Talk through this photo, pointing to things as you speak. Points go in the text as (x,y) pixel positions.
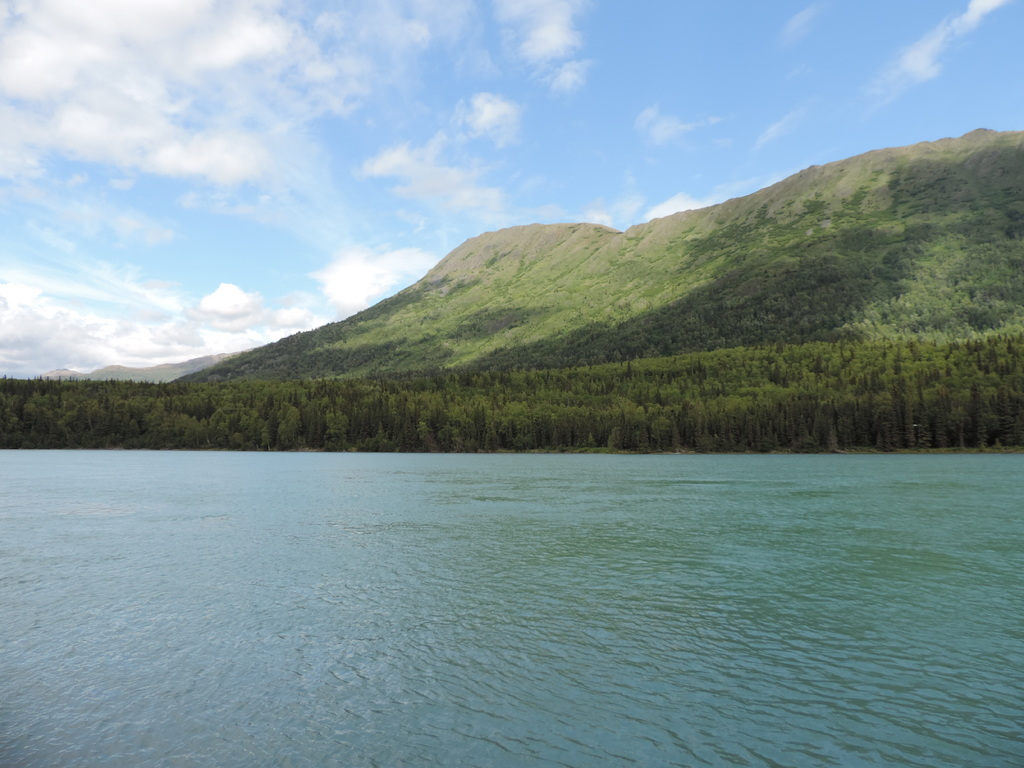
At the bottom of the image (764,513) there is water (208,539). Behind the water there are trees (553,393) and also there is a hill (697,271) with trees (667,318). At the top of the image (589,66) there is a sky (267,161) with clouds (19,106).
